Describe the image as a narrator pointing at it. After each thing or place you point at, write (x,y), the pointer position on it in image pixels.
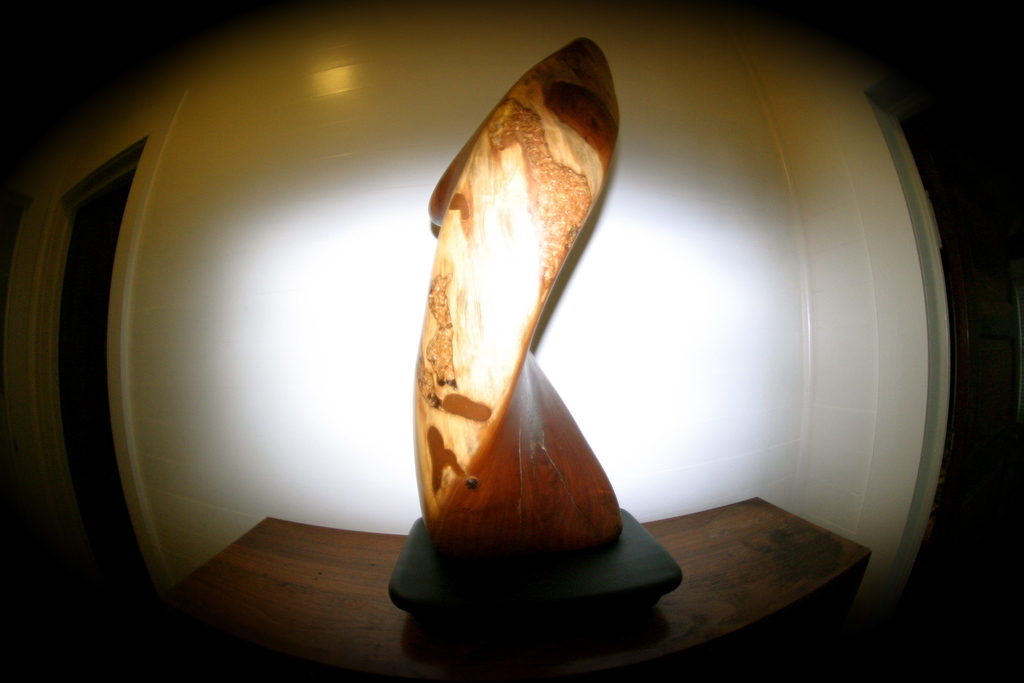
In the middle of the image (510,354), there is an object (509,358) on a wooden surface (743,567). In the background (295,281), there is a white wall (264,277).
